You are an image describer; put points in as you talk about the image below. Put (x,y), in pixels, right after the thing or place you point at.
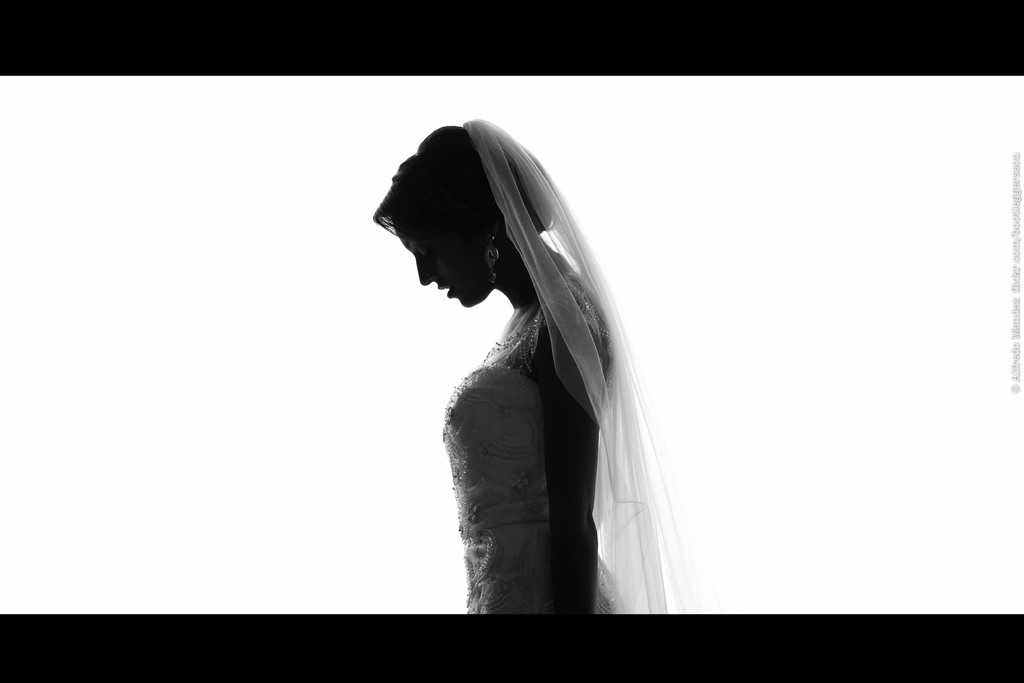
In this picture we can observe a bride (467,471). There is a watermark (1016,310) on the right side (1014,374). The background (1005,386) is in white color. This is a black and white image.
